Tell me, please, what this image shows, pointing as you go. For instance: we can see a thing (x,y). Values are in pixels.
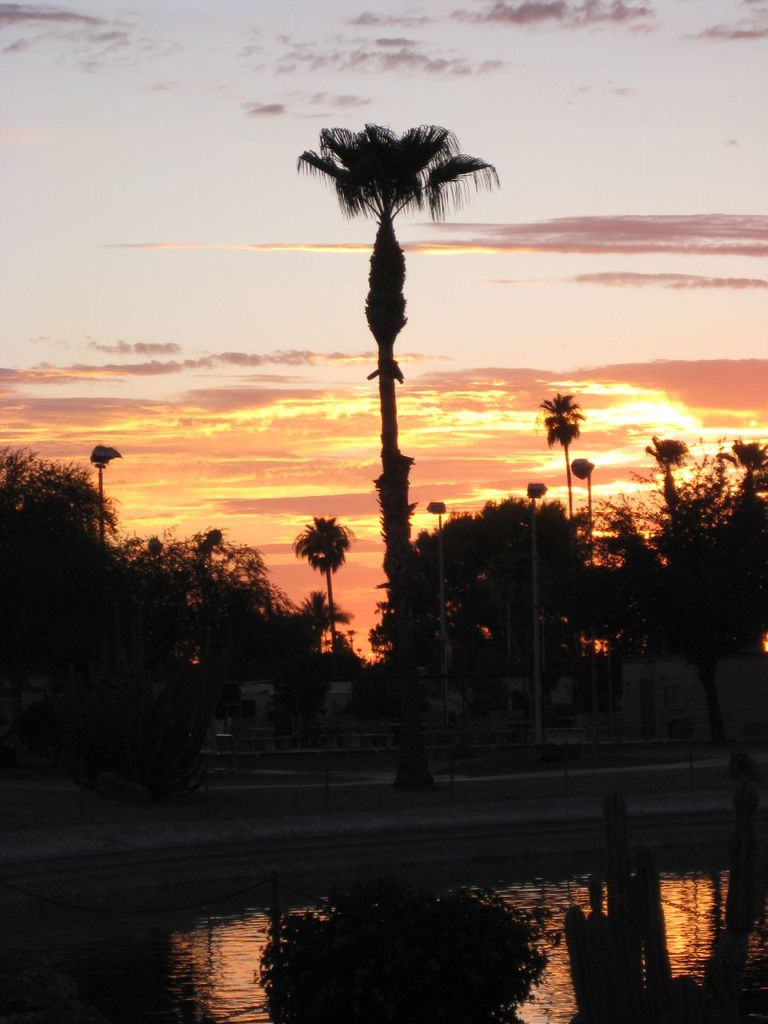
In the picture I can see the trees (421,739) in the middle of the image (405,588). I can see the water (296,887) at the bottom of the picture (216,1006). In the picture I can see the light poles (589,498). There are clouds (434,524) in the sky (434,524).
